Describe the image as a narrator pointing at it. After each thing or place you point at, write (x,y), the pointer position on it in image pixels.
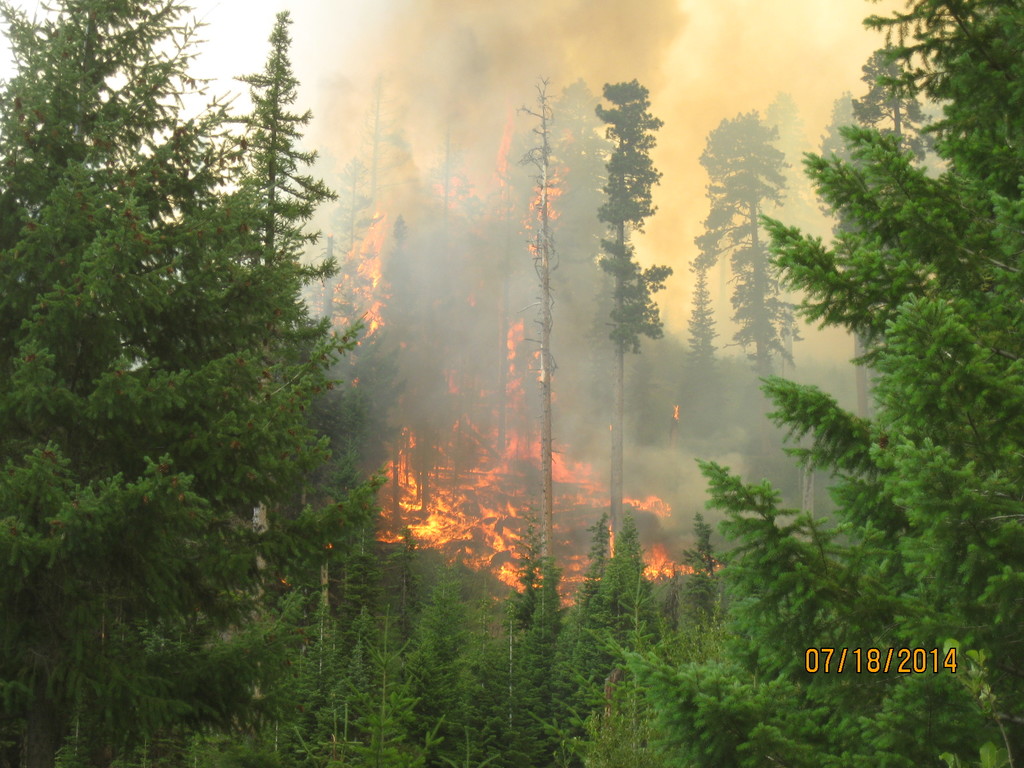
In this picture we can see the view of the forest (478,525). In the center (495,504) there is a fire (495,504) and smoke (525,469) in the forest (459,546). In the front (445,720) bottom side we can see some green trees (317,673).
